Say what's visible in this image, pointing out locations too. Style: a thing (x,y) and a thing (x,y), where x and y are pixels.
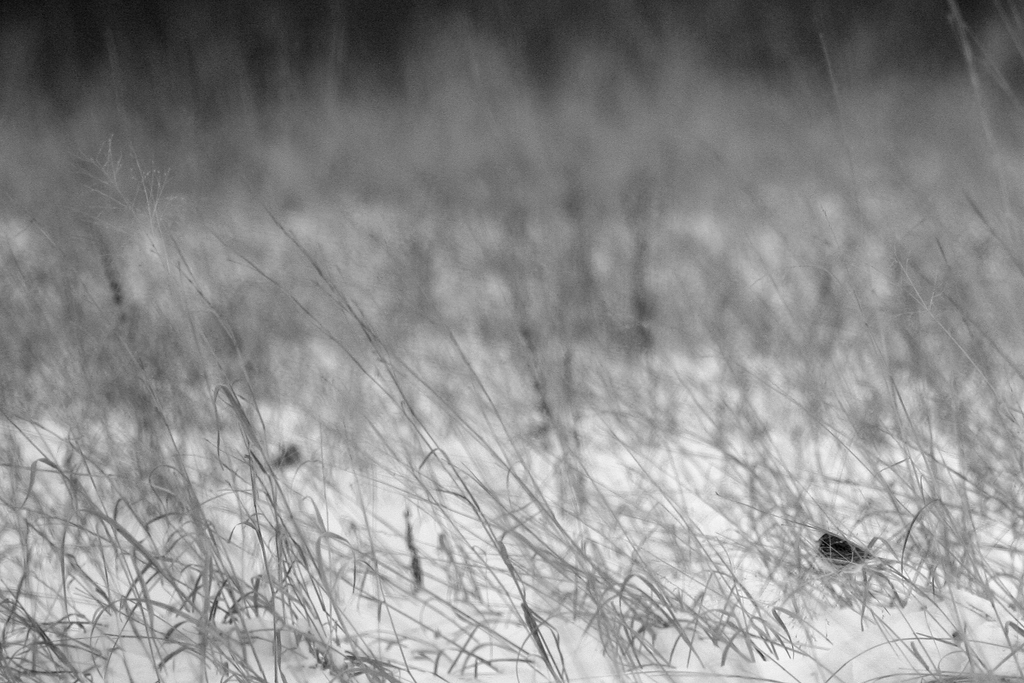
This is a black and white image, in this image there is grass (256,477), in the background (681,226) it is blurred.
